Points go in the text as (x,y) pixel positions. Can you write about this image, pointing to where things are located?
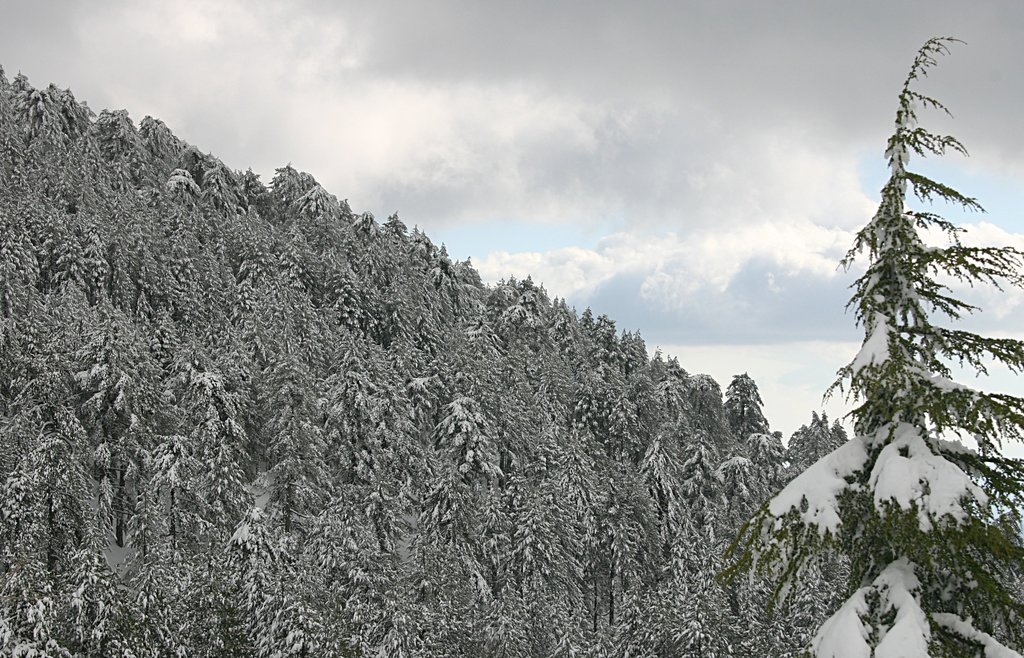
In this picture we can observe some trees (291,400). There is some snow (910,438) on the trees (888,503). In the background (611,254) there is a sky (560,165) with some clouds (533,153).
